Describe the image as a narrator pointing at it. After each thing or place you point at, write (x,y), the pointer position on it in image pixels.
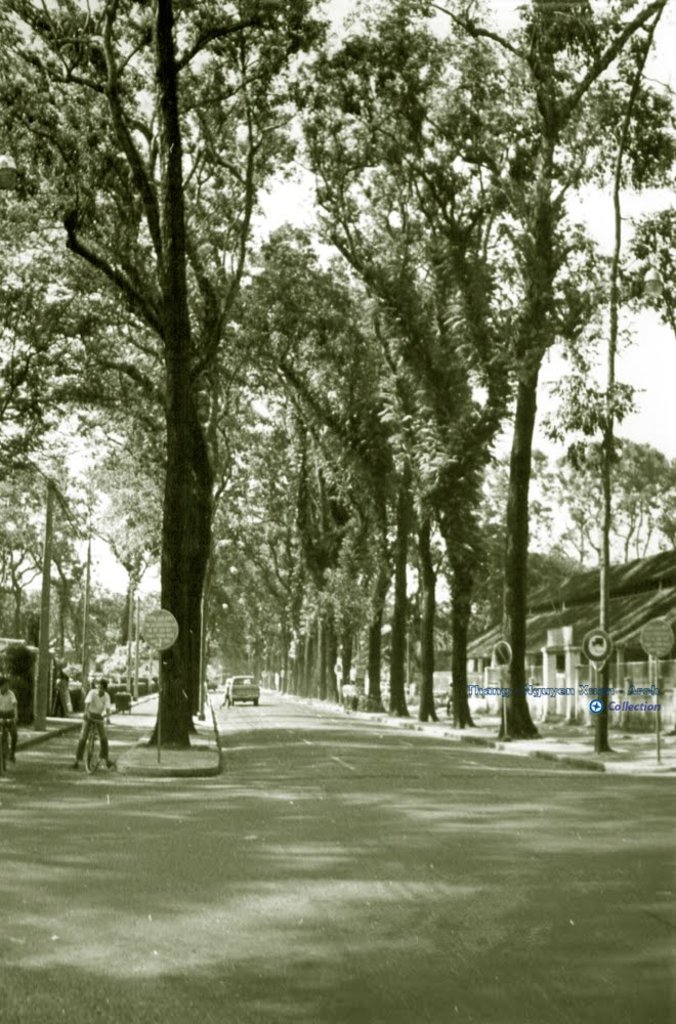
In this image there are many trees (233,617). There is a vehicle (244,697) on the road (296,832). Image also consists of sign boards (158,642) and text boards (165,622). There are people (79,753) bicycling. On the right (630,619) there is a house (613,566). Sky (621,542) is also visible.
